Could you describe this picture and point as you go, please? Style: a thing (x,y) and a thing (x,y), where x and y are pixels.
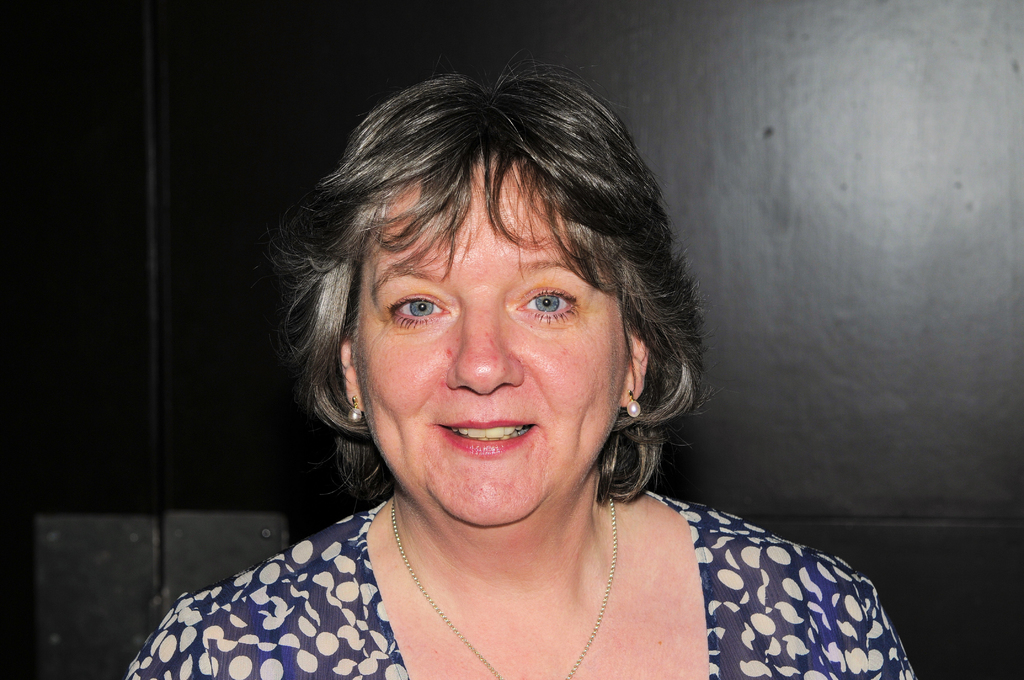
In this image I can see a person (794,547) is wearing blue and cream color dress (832,599). Background (834,13) is in black color.
